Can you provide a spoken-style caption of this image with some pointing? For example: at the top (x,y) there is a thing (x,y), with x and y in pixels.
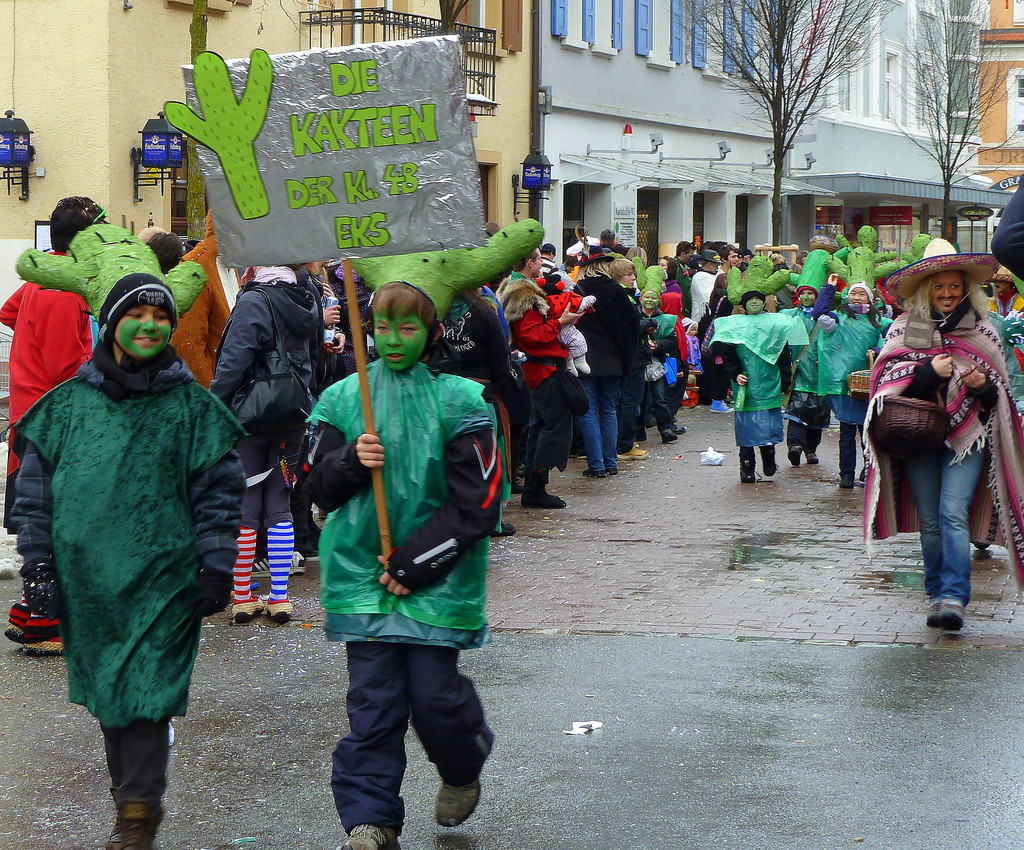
In the foreground of this image (449,547), there are two boys (152,599) walking on the road (318,770) and a boy (398,478) is holding a placard (349,215). They are having a plant (418,259) like a hat (427,289) on their heads (416,299). In the background (256,291), there are persons (626,352) walking on the road (781,560), buildings (735,32), trees (205,24), lamps (152,134) and the railing (480,55).
